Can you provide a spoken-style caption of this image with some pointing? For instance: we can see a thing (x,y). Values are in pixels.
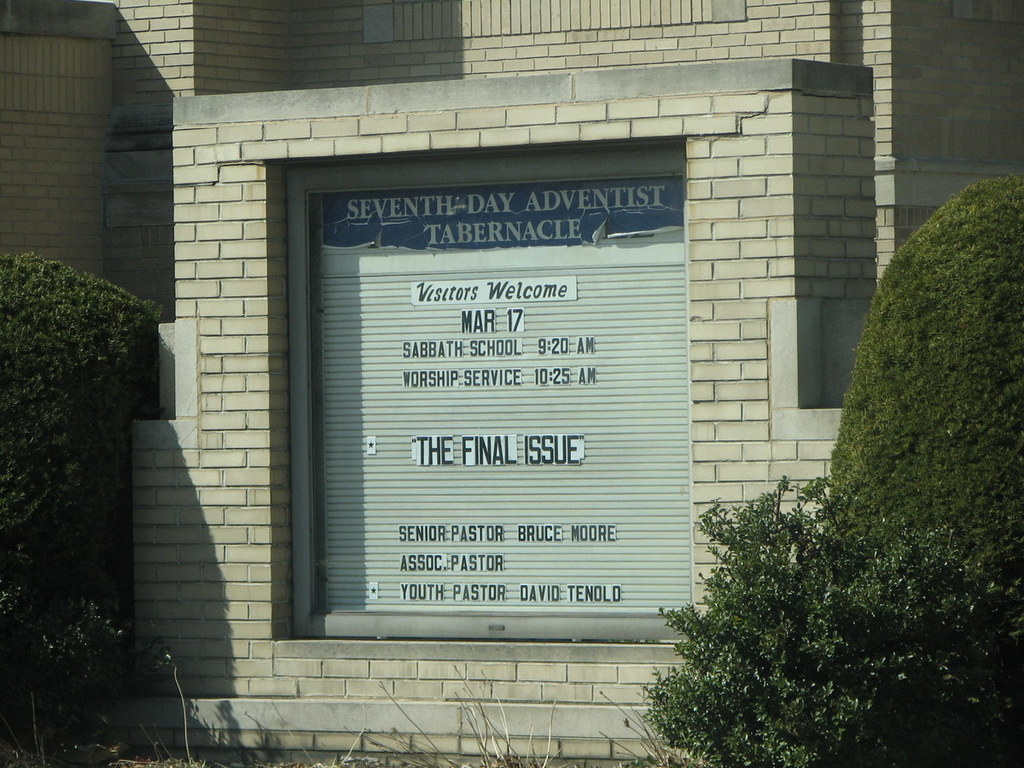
This picture is clicked outside. In the center (457,294) there is a wall (444,110) of a building (656,28) and we can see the board (380,409) is attached to the wall (735,151) and the text (565,195) is printed on the board (581,377) and we can see the plants (813,526).
